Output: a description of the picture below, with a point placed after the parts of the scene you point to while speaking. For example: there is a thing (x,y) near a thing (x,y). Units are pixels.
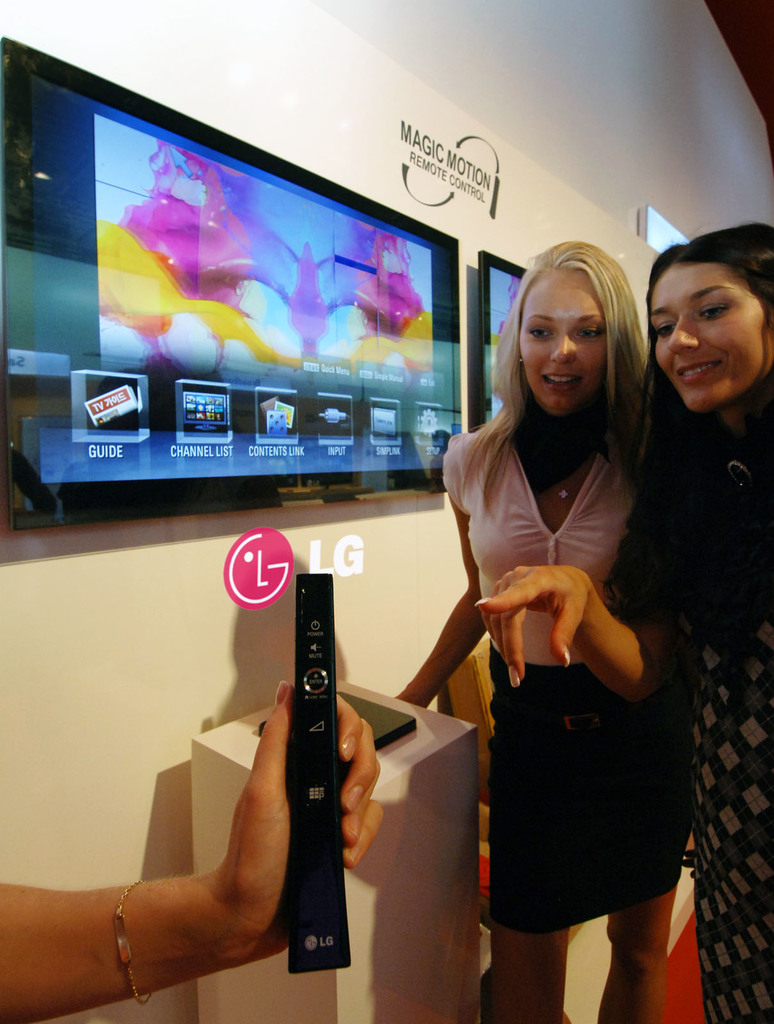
In this image we can see two persons (585,486) standing and smiling, on the left side of the image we can see a person's hand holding an object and also we can see tvs (500,329) and some other objects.
